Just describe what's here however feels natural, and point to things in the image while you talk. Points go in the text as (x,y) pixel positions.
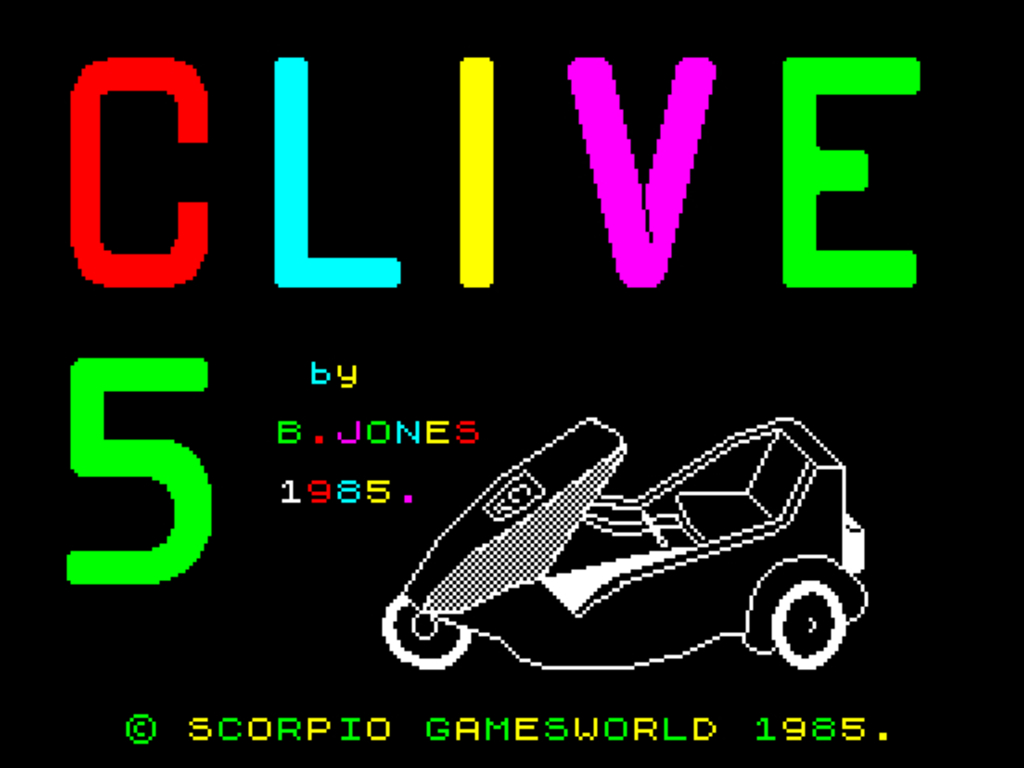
In this image I can see the digital. I can see a vehicle (641,553), few words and a number (99,388) on the black colored background (596,349).
